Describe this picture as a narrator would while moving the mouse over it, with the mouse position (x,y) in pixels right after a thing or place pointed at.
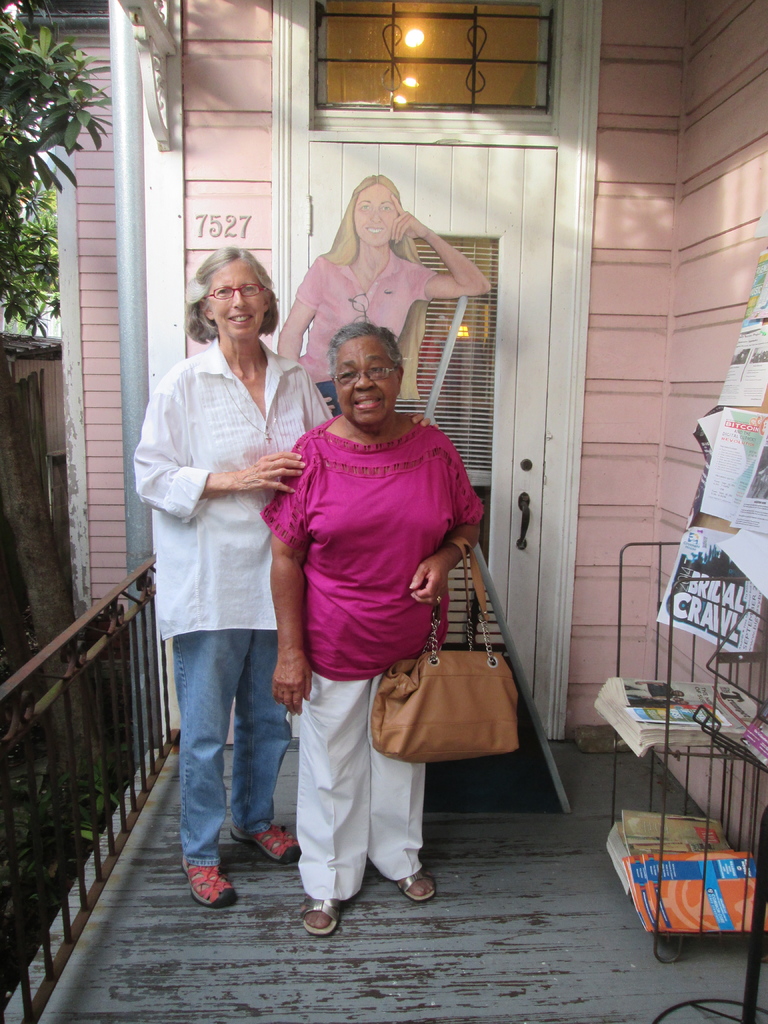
Two women (276,591) are posing to camera standing in front of a door (449,317). Of them one is holding a bag (457,714) with her hand (446,571).
